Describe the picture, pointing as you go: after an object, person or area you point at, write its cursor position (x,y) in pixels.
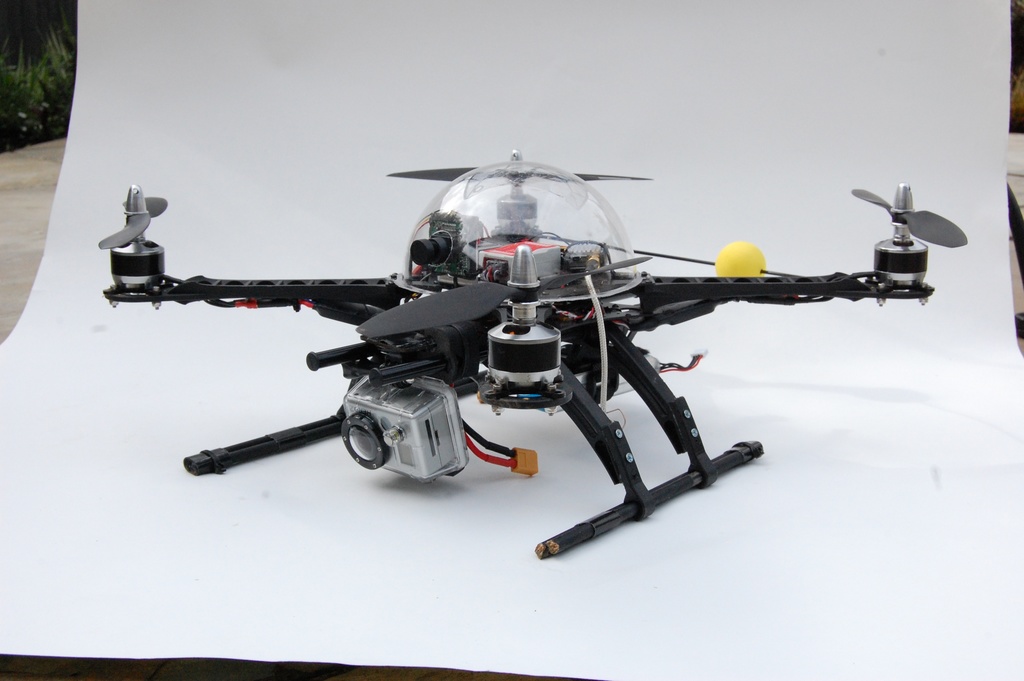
In the center of the image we can see a chart (378,260). On the chart (311,95), we can see a drone (521,391). In the background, we can see some objects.
